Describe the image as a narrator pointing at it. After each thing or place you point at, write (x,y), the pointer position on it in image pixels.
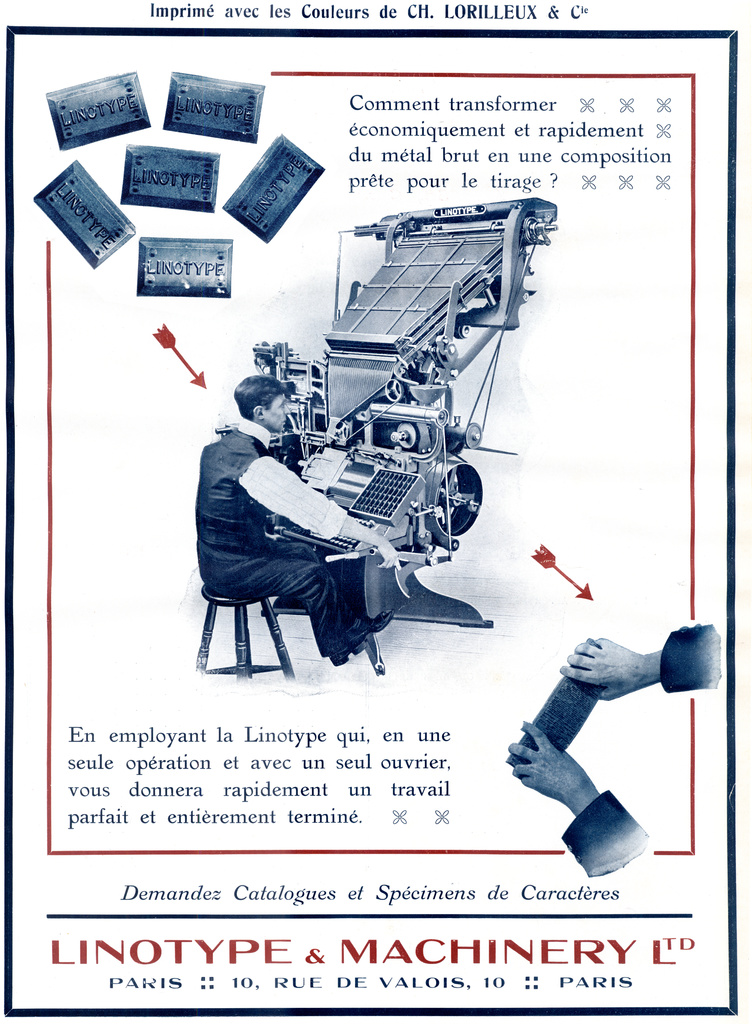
In this image, we can see a poster (416,624). In this poster (350,804), we can see some text (318,818), few images (346,675) and some objects (477,432).
